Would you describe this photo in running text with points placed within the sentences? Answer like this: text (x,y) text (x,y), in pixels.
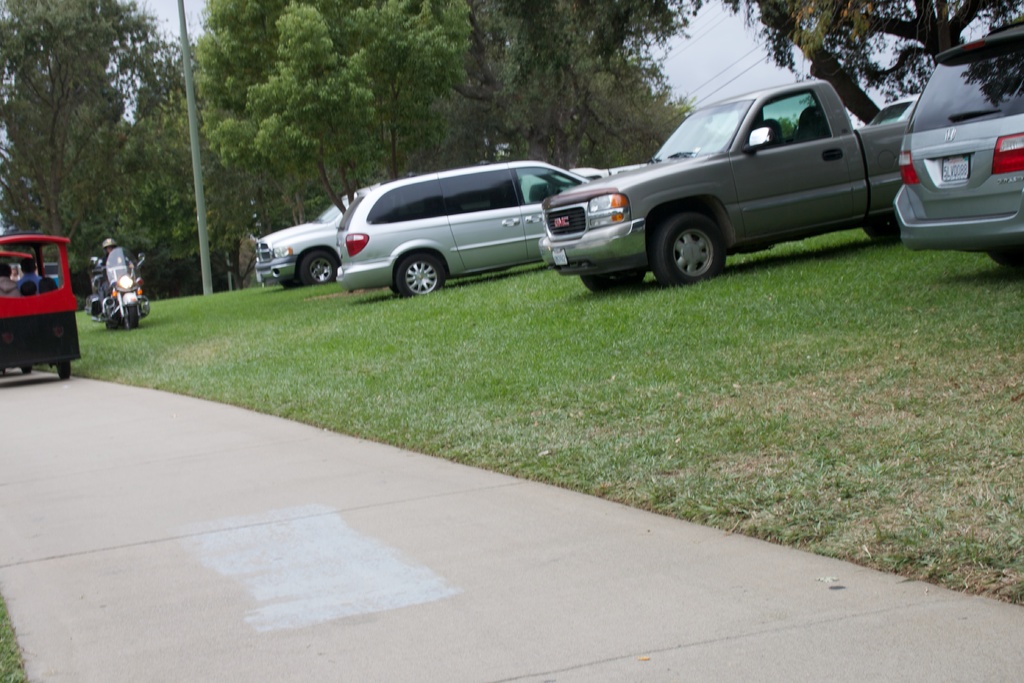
In this picture we can see some vehicles (568,236) parked on the grass path (791,340). On the left side of the vehicles (354,228) a person (104,264) is riding a bike (115,281) and some people (26,276) are sitting in a vehicle (37,262). Behind the vehicles (388,249) there is a pole (202,215), trees (223,117) and the sky (684,45). On the right side of the trees (415,70) there are cables (723,74).
